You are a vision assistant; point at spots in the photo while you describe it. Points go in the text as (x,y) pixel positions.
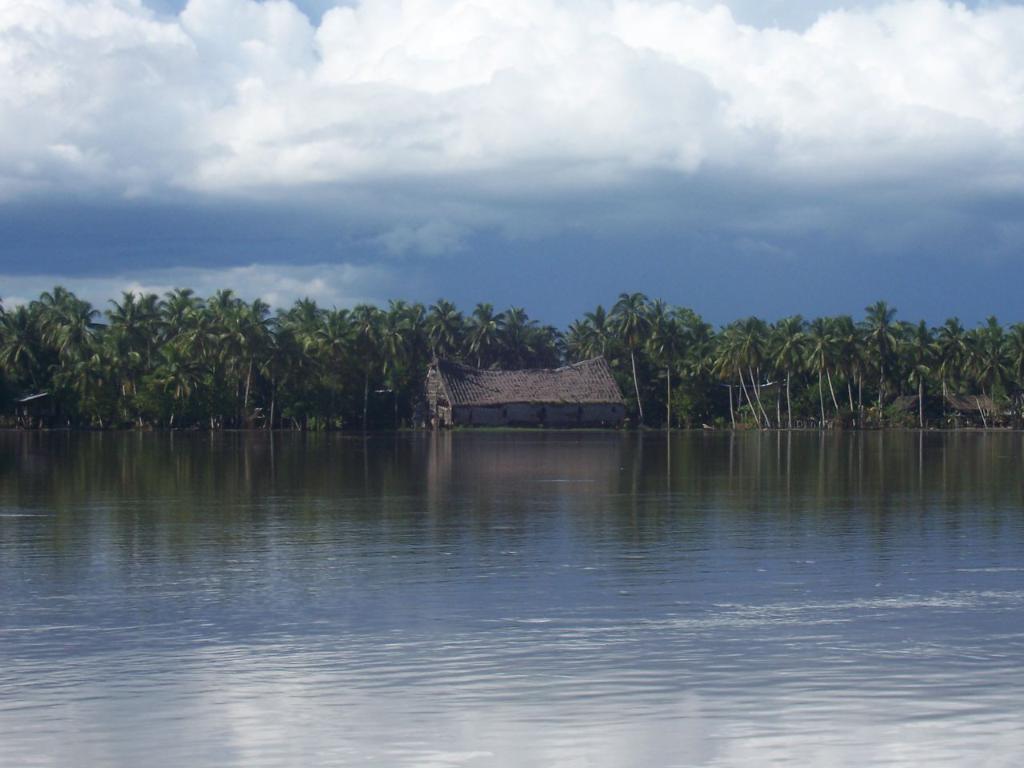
In this picture we can see water (675,578) and in the background (7,17) we can see a shed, trees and sky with clouds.
